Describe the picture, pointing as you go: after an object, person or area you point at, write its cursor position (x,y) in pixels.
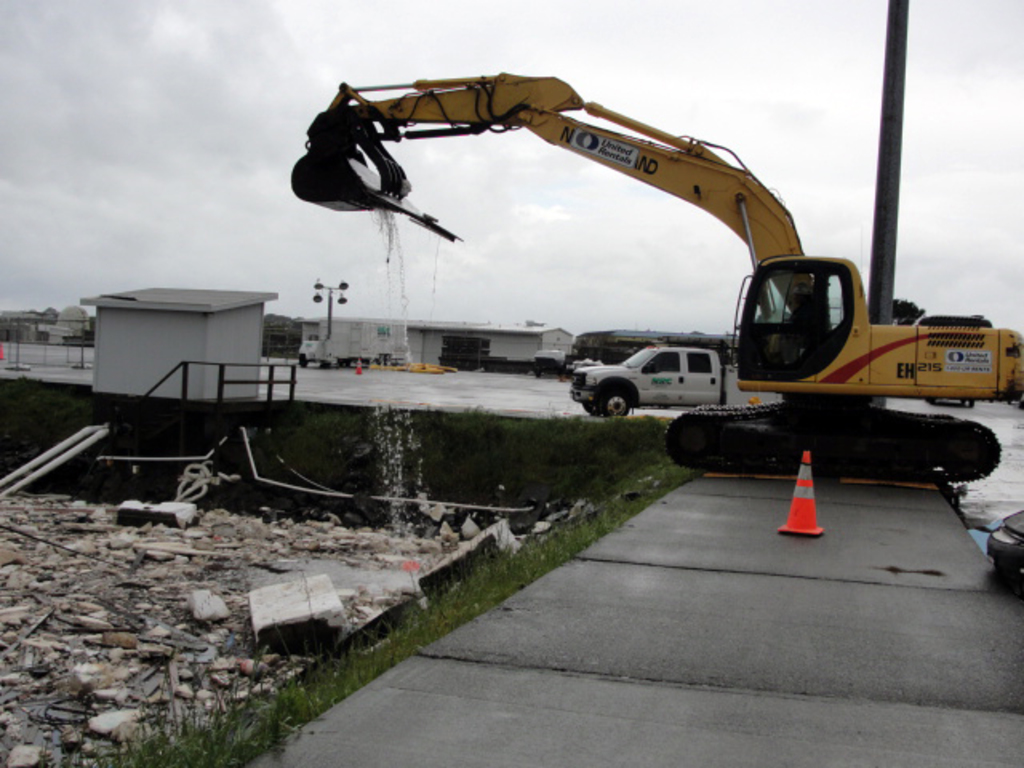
In this picture I can see houses (541,348) and I can see a crane (914,424) and a mini truck (617,366) and I can see couple of pole lights (883,161) and a cloudy sky (473,184) and I can see a cone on the sidewalk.
